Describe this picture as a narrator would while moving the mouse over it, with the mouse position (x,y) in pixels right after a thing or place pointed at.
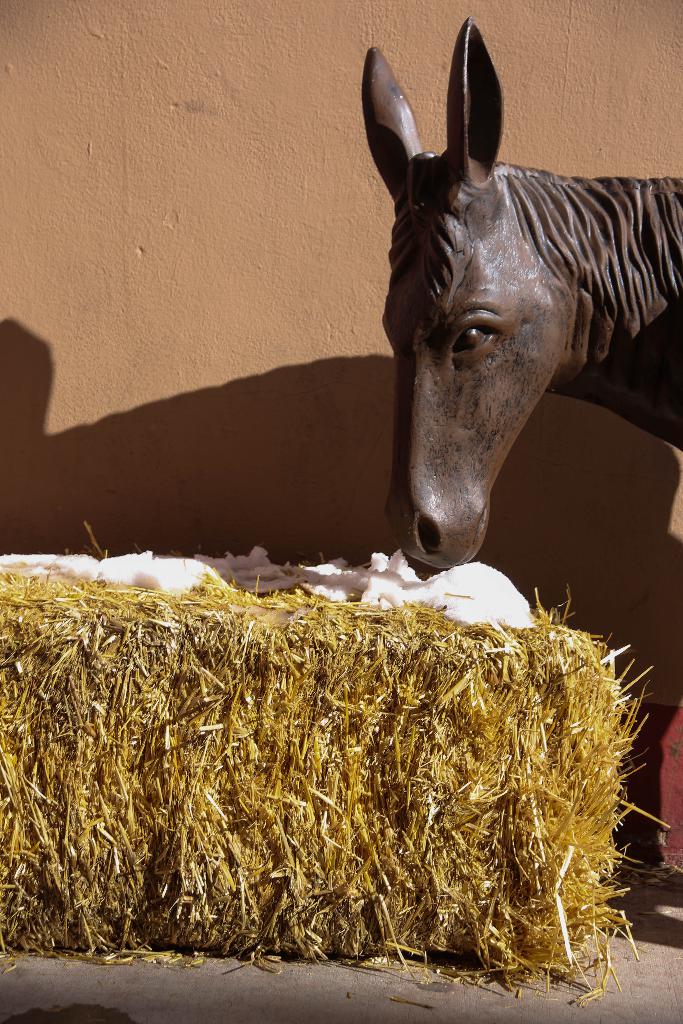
In this image we can see the statue of a horse (479,328), grass (354,686) and other objects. In the background of the image (336,452) there is a wall (606,128). At the bottom of the image (410,1016) there is the floor (647,953).
